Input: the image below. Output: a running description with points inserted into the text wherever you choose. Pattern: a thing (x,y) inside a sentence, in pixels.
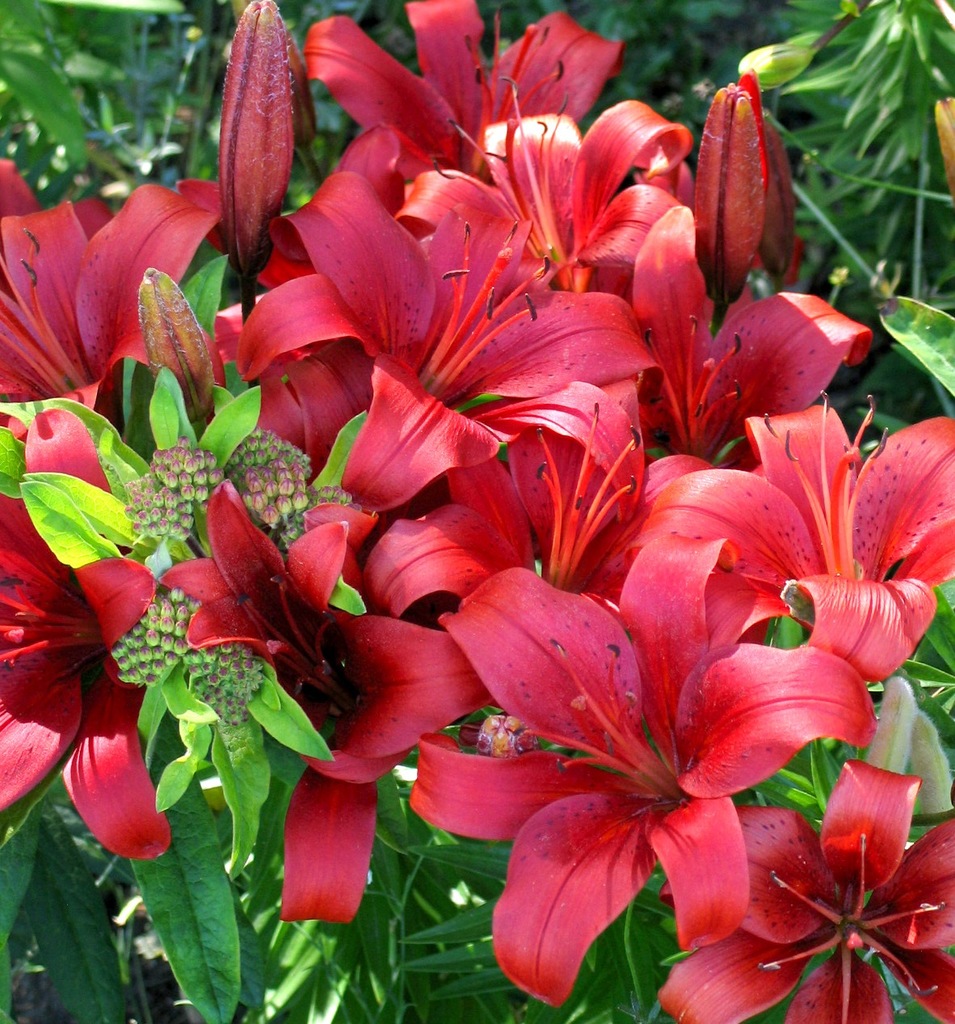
In this image there are lily flowers (602,386) in the middle (460,547). In the background (634,18) there are plants (900,85).
